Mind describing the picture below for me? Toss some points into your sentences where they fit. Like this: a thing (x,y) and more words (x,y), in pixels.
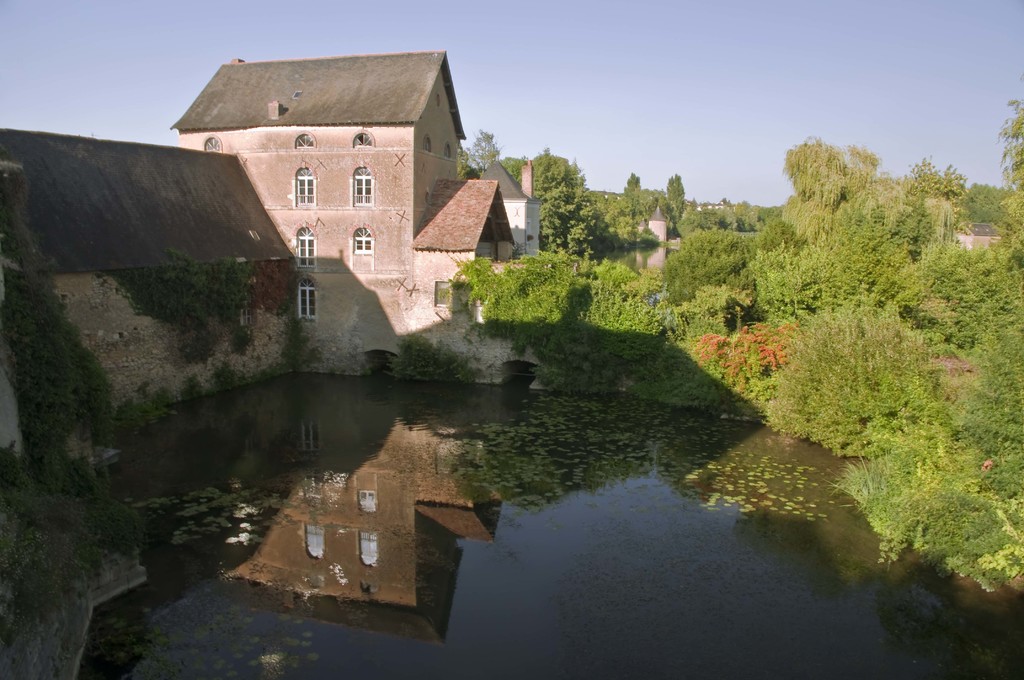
In the image we can see the building (137,210) and the windows (313,205) of the building (301,225). We can even see trees (802,296), plants (920,316), water (718,570) and the sky (696,144). On the water (352,471) we can see the reflection (337,527) of the building (342,190).
